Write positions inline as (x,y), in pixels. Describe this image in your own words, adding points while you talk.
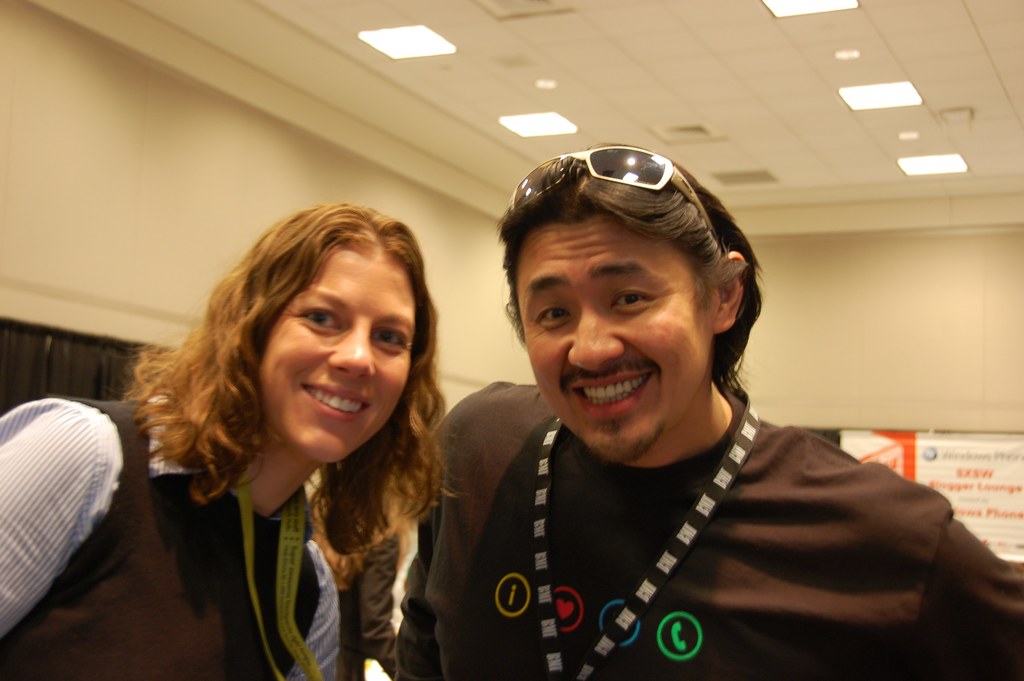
In this picture I can see couple of them (497,416) standing and I can see tags (280,548) around their necks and I can see poster (920,467) with some text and I can see few lights (785,3) on the ceiling (628,139) and I can see smile on their faces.
